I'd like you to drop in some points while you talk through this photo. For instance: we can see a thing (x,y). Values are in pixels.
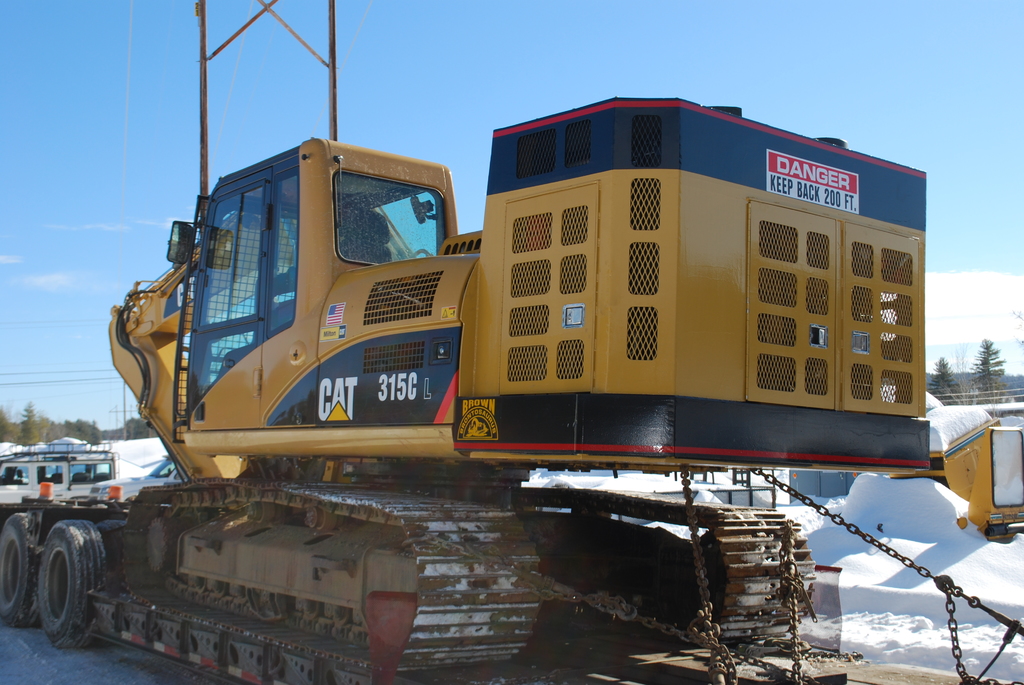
In the center of the image (606,252) we can see an excavator (486,478). In the background of the image (979,656) we can see the trees (935,395), poles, vehicles (1013,530), snow (922,550). At the bottom of the image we can see the road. At the top of the image (230,163) we can see the clouds (1014,294) are present in the sky (974,214).
